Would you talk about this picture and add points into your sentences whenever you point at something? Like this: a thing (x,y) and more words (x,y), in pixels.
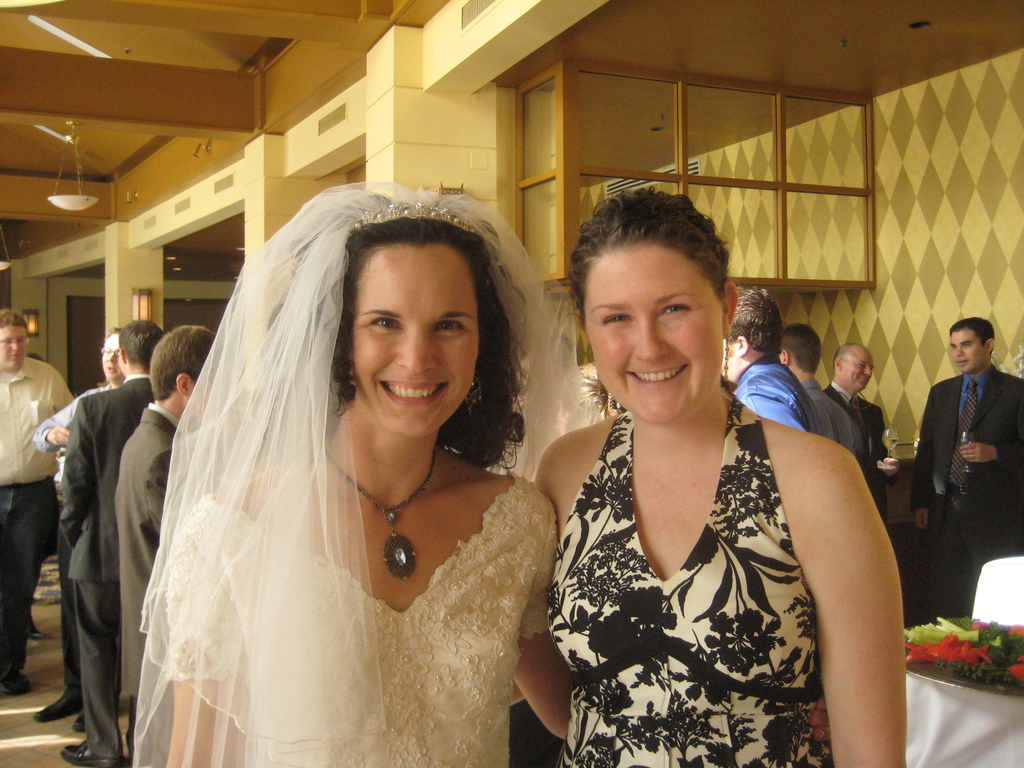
In this image we can see two women (504,733). In the background (946,437) there are few persons (1016,435), food items (1019,670) in the plate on a platform (953,723), lights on the pillars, an object (72,196) hanging to the ceiling (59,93) and designs (997,284) on the wall (941,281).
